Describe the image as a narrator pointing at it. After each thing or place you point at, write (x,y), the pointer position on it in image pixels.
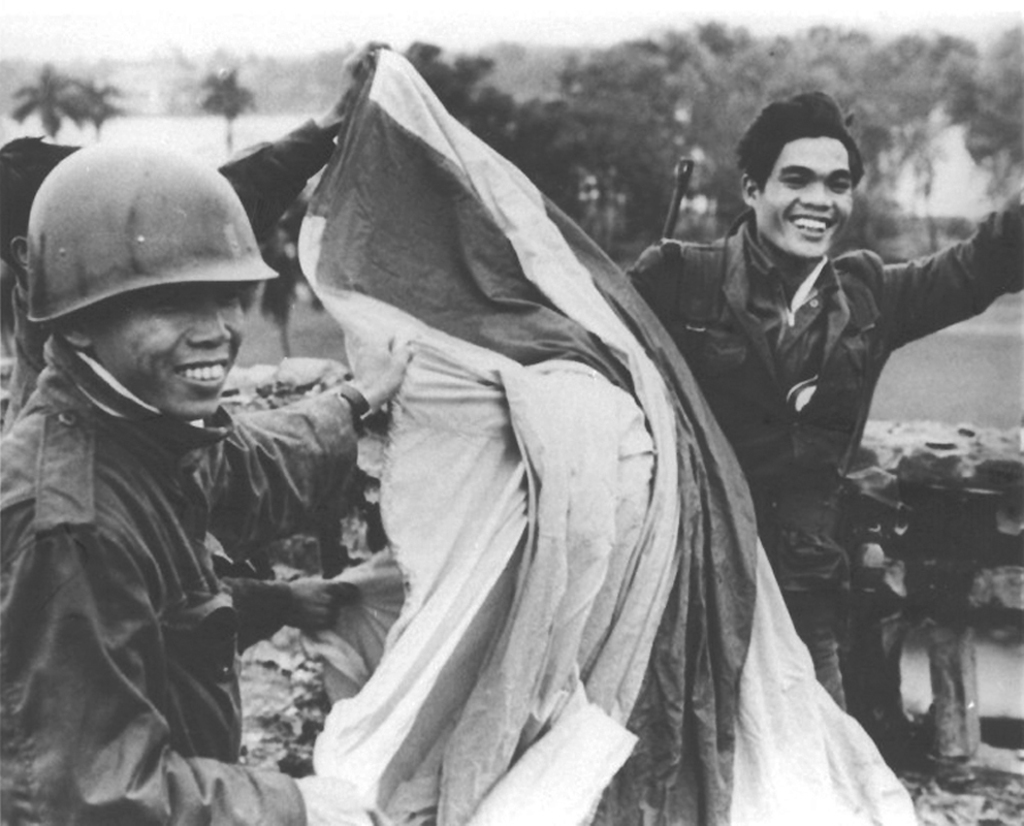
In this picture I can see two people (342,473) with a smile. I can see trees (551,119). I can see a person (223,428) wearing helmet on the left side (211,472).
